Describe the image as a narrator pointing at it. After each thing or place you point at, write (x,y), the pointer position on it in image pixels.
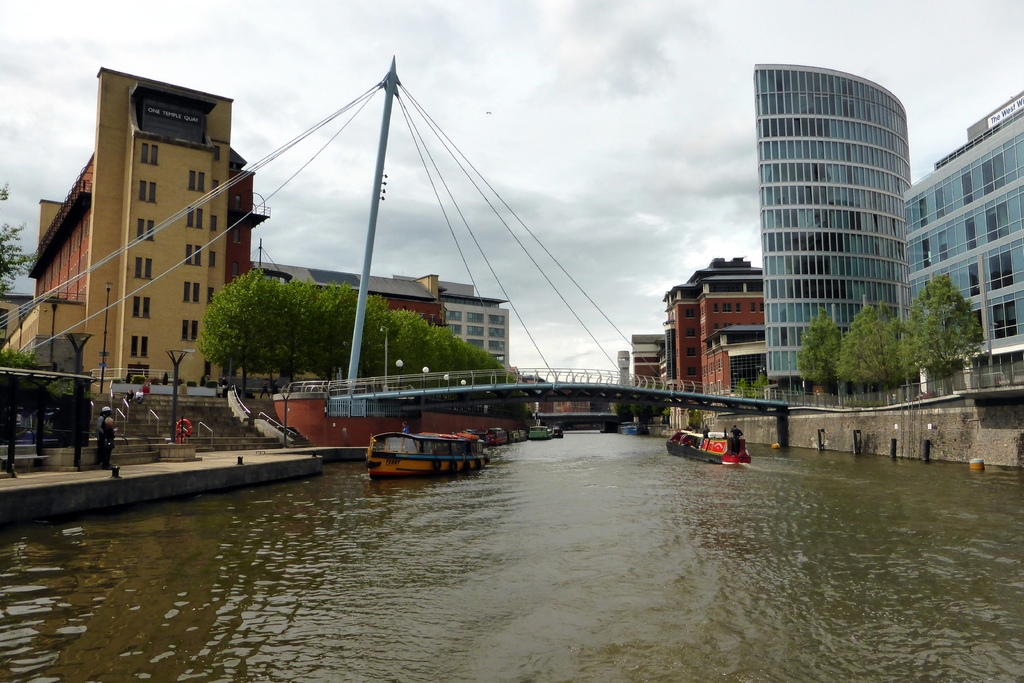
In this picture we can see some boats (443,441) on the water (590,471), on the left side of the boats (427,452) there are poles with lights (398,365), ropes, trees (351,341) and buildings (175,259) and in front of the boats (500,430) there is a bridge (532,379) and a cloudy sky (563,224).
